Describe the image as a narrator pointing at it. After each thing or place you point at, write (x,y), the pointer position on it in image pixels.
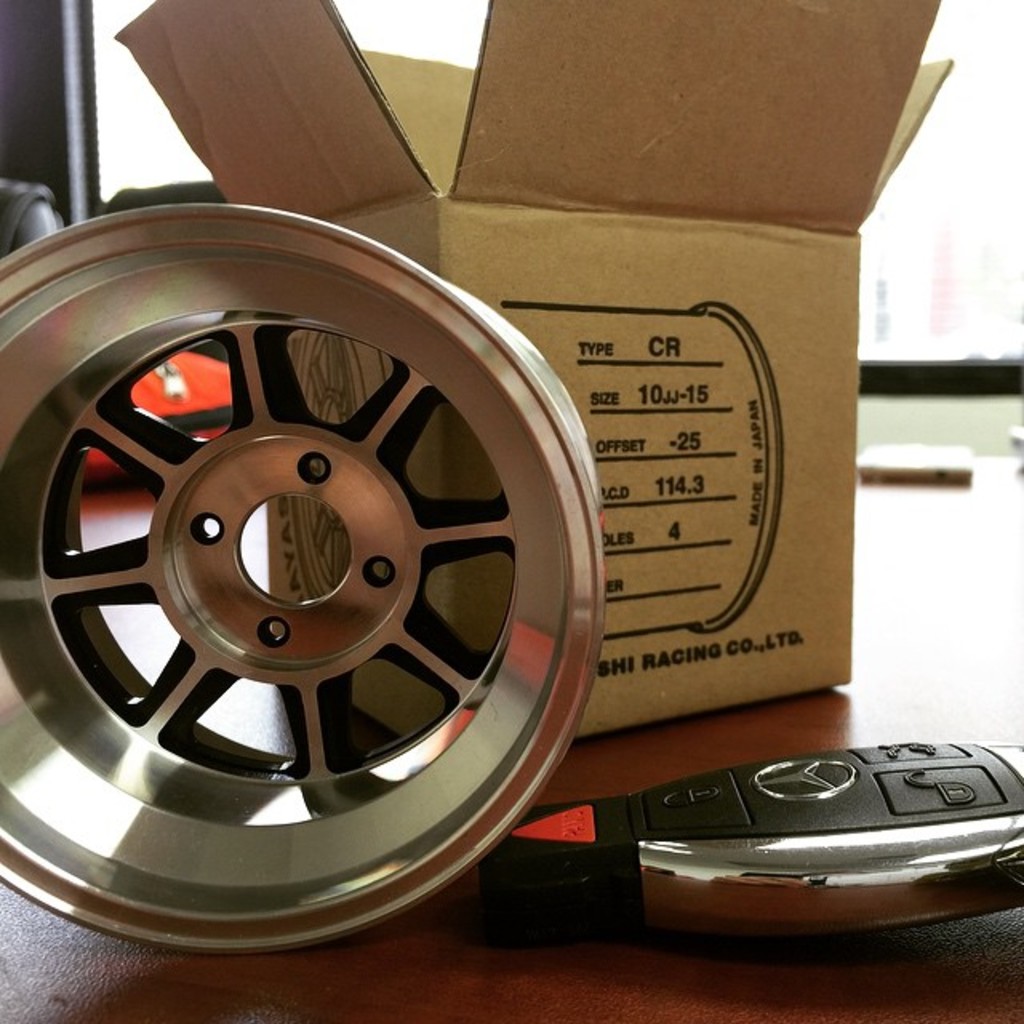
In this picture we can see a box (790,317), rim (41,386) and a car smart key (964,898) on the platform (965,924). Background (120,97) portion of the picture is blurred. We can see objects (957,470).
